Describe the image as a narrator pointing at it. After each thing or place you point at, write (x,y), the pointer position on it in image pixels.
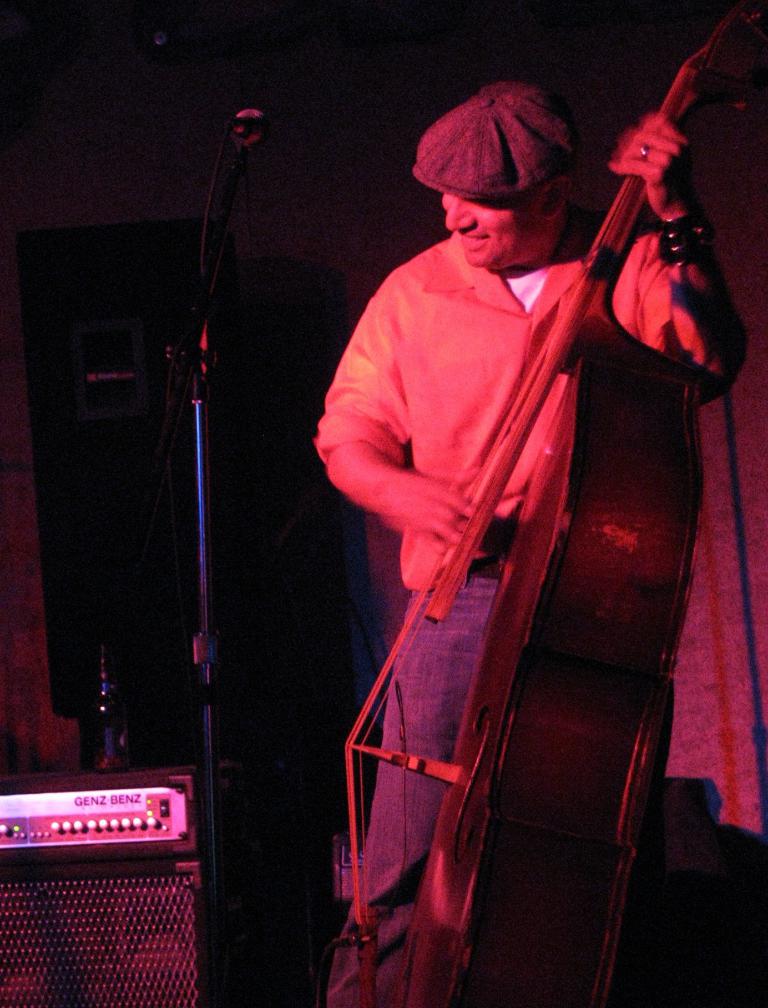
In this image I can see a man (392,451) is standing and holding a musical instrument (564,617). I can also see he is wearing a cap (504,200).
